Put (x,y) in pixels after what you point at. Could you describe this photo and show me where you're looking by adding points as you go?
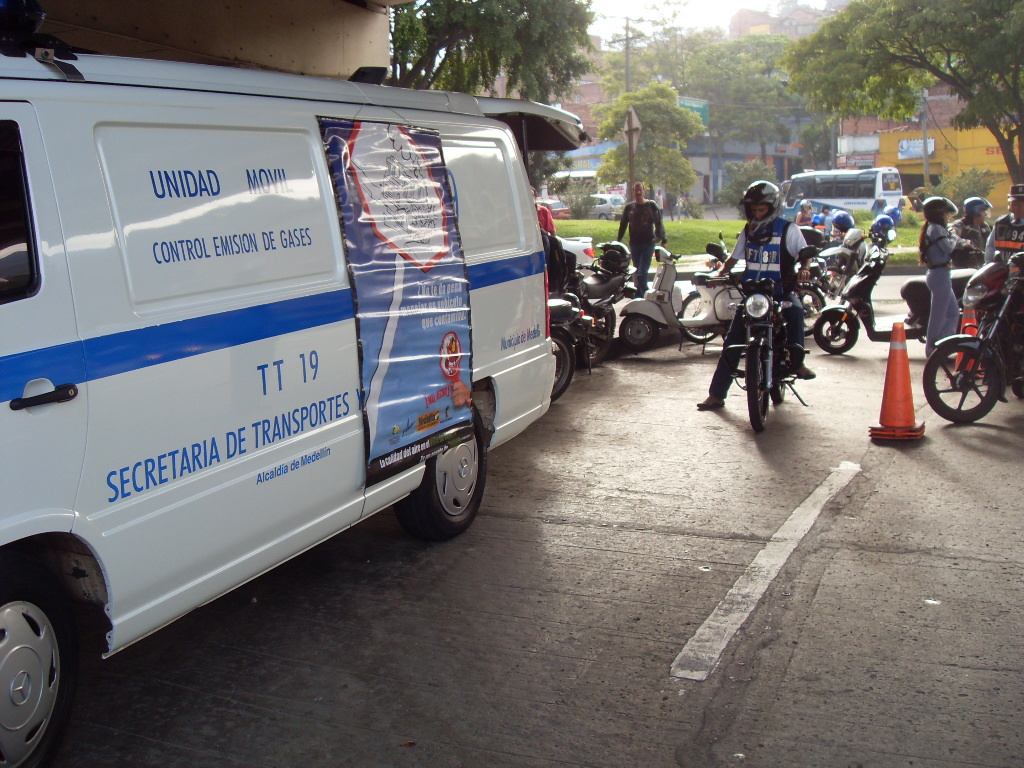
In this image we can see vehicles (703,274) on the road (863,437). In the center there is a man (758,247) sitting on the bike (753,377) and there is a traffic cone (878,425). In the background (691,178) there are people (946,257), buildings (949,90), pole (626,25), trees (626,98) and sky (676,9).
